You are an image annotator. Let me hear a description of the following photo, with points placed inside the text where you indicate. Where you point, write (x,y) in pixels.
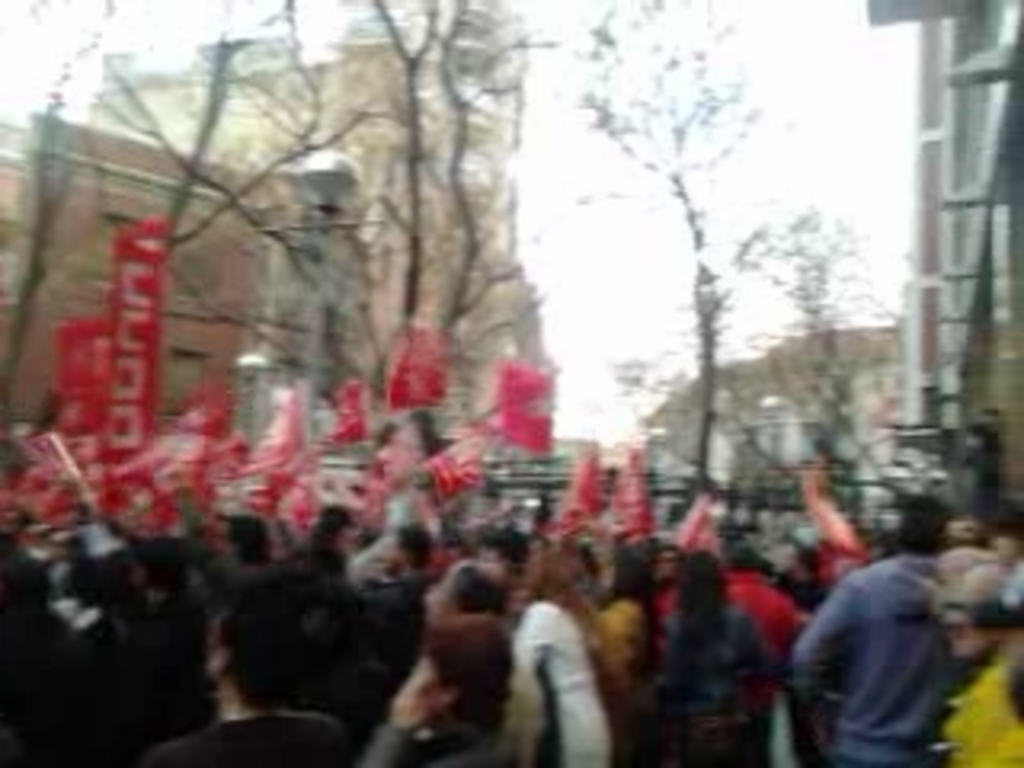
This picture is clicked outside. In the foreground (562,667) we can see the group of persons (530,647) and we can see the flags (510,395). In the background (598,210) we can see the sky (601,152), trees (199,161) and buildings (867,374) and some other objects (663,481).
